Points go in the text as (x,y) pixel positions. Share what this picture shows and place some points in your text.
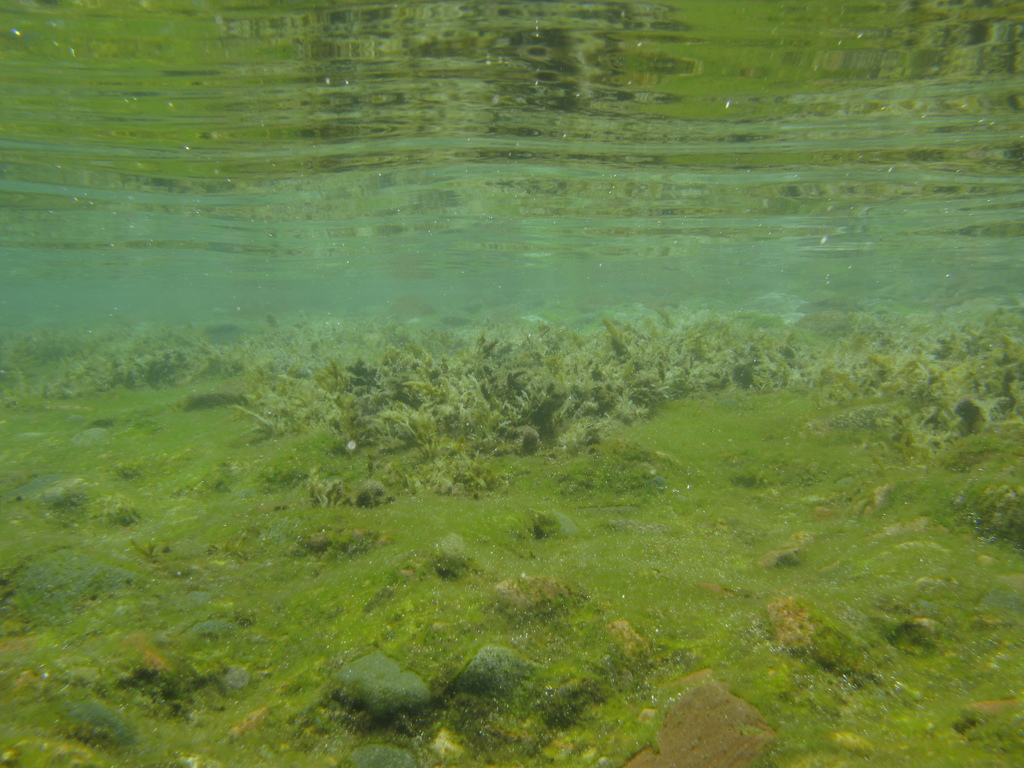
In this image we can see a lake (117,90). There are many aquatic plants (543,389) in the image. There is a reflection (516,100) of the plants (446,404) on the water surface (475,109) in the image.
